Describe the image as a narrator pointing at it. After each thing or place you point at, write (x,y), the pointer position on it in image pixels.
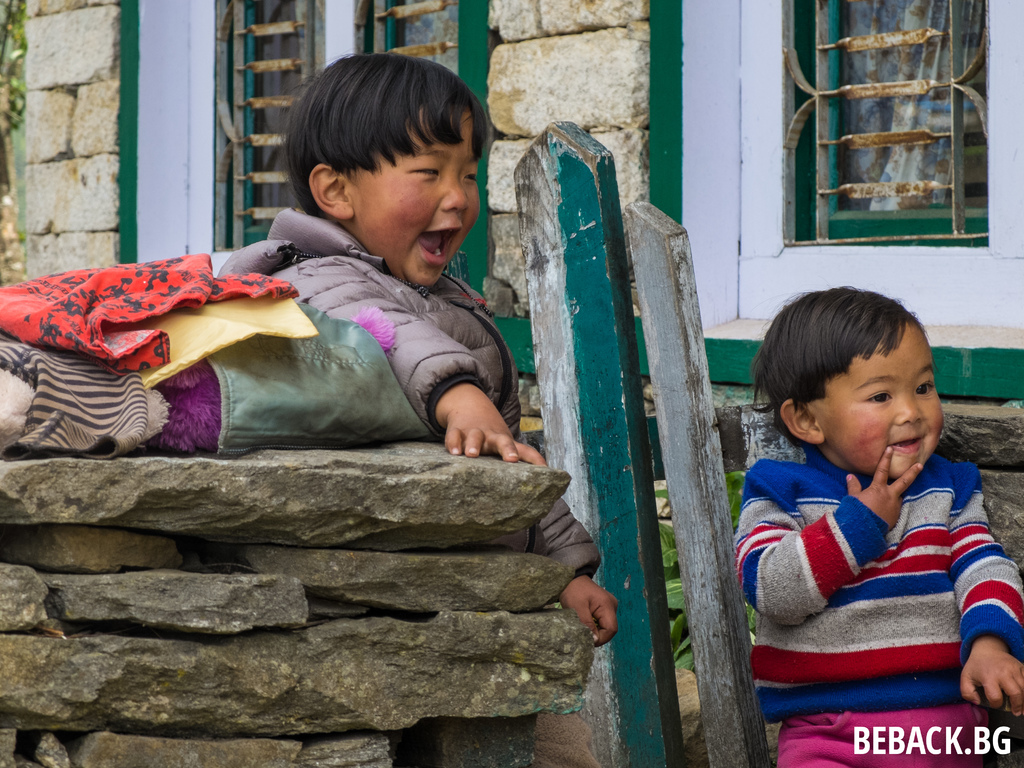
In this image I can see two children (505,358) and I can see one of them is wearing a jacket (433,415). In the background (846,83) I can see two windows (853,64) and on the left side of this image (321,410) I can see few clothes (126,413) on the stones (75,477). On the right bottom side of this image (862,741) I can see a watermark (862,741). I can also see a plant (735,488) behind the wooden poles (638,512).
